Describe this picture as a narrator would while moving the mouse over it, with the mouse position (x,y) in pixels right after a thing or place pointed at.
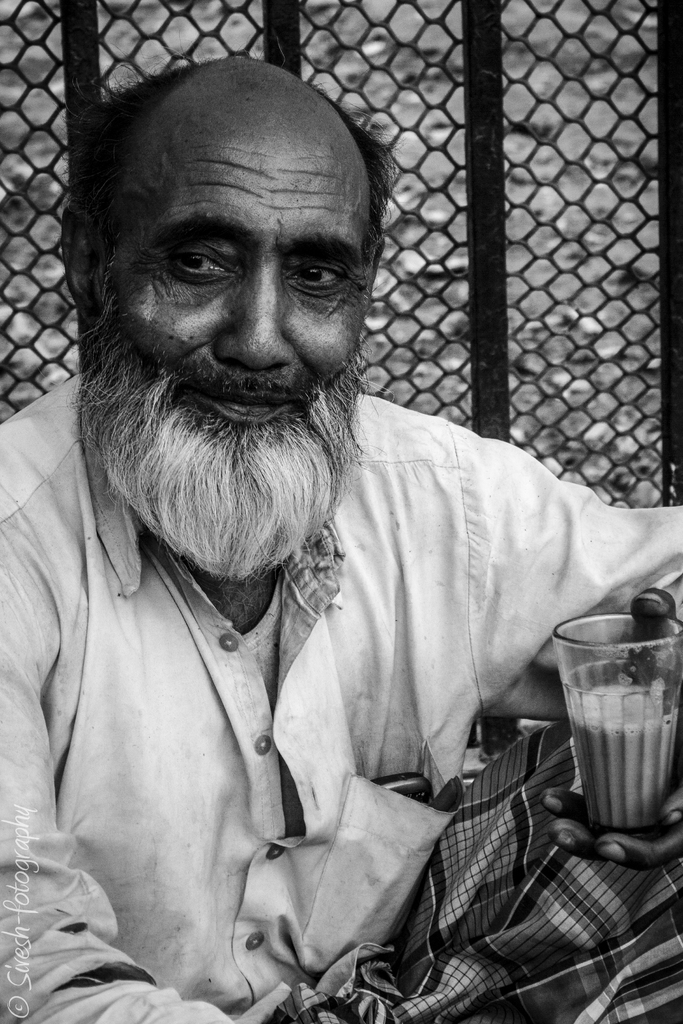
This is a black and white image. Here I can see a man (204,580) sitting and holding a glass (623,730) in the hand (628,861) and looking at the left side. At the back of him I can see a net (548,293).
